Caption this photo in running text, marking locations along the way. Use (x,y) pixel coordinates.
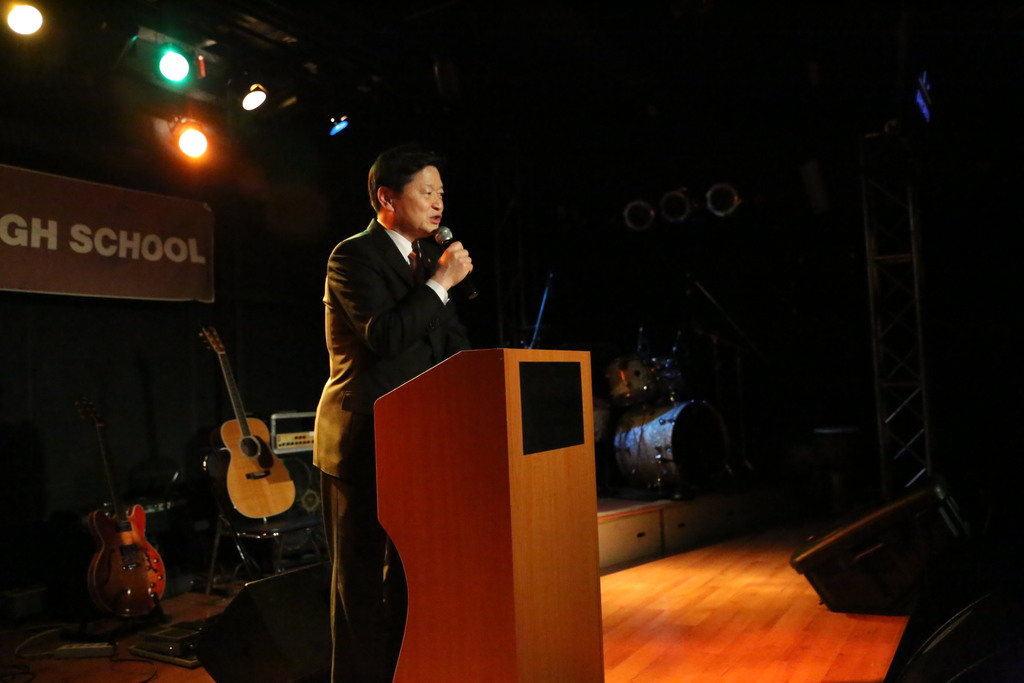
Man (380,337) standing near the podium (424,397), here there are musical instruments (273,469), this is chair (279,538) and the poster (193,246) and the light (206,143).
